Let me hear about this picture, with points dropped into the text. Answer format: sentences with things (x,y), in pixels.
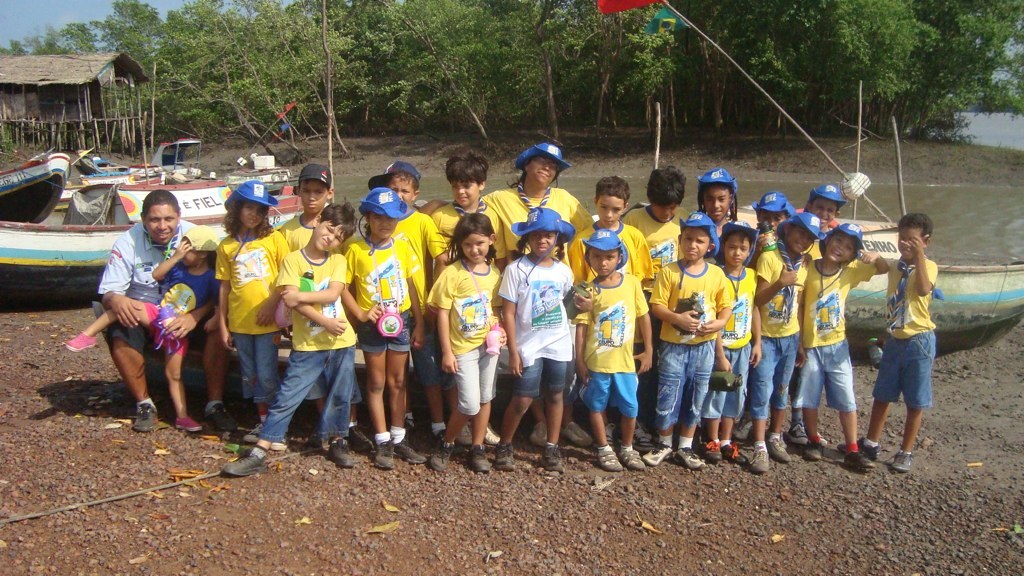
In this image few kids (433,363) are wearing yellow shirts (476,293) are standing on the land (574,480). A kid (531,299) is wearing a white shirt (516,300) and blue color cap (542,230). A person (133,358) is sitting on the boat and he is having a kid (181,274) on his lap (132,328). Left side (65,279) there are few boats (193,184). Behind it there is water (979,135). There is a hut (57,132) and few trees (699,5) are on the land (886,167).
